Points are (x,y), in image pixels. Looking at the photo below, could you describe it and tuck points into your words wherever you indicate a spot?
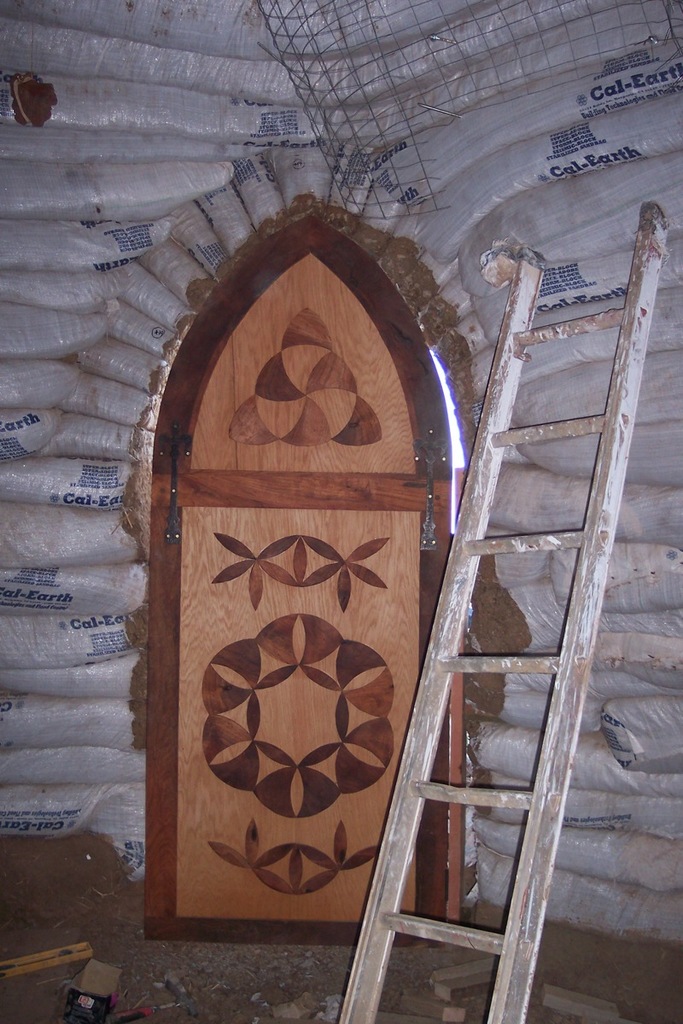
In this image we can see some bags (396,155) and also we can see a ladder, fence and a door (219,933), there are some objects (174,989) on the ground (173,970).
